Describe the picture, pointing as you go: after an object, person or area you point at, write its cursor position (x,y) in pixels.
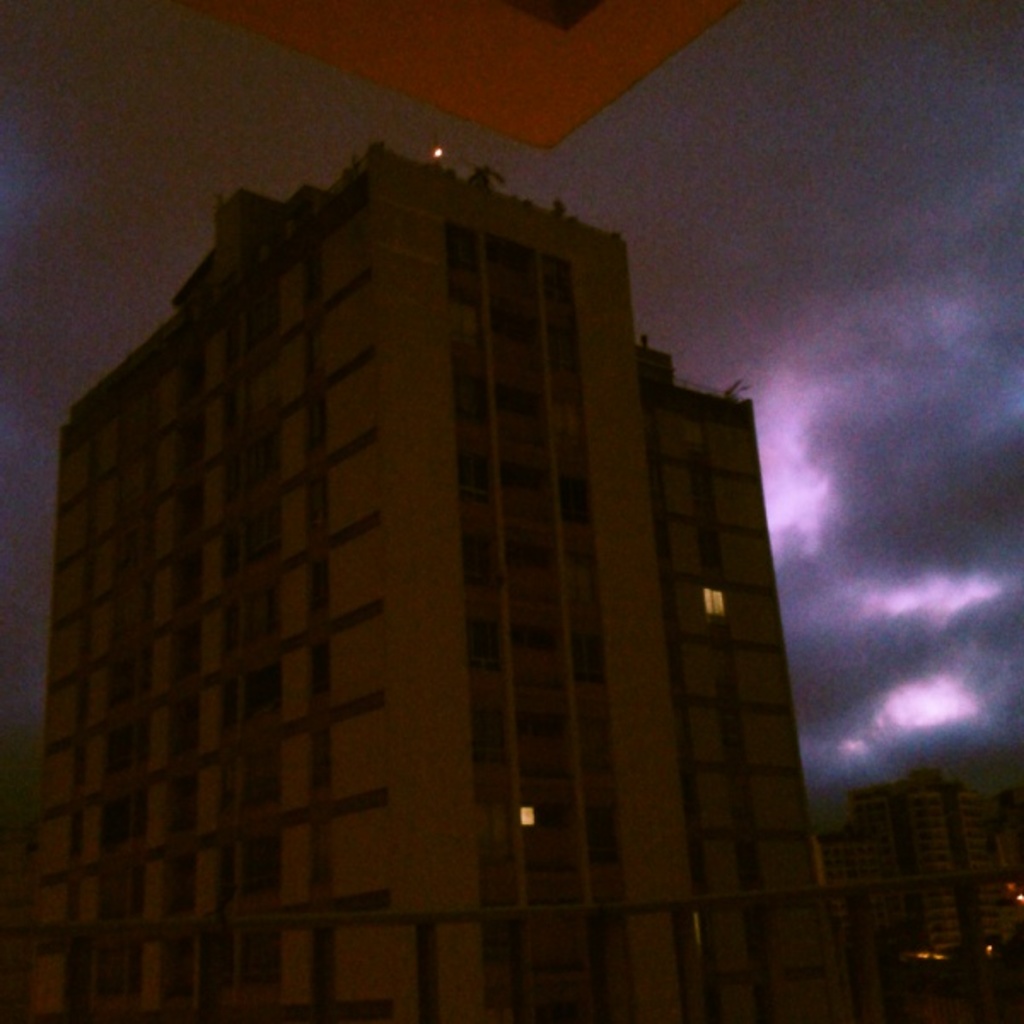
In this image there is a building (405,672), in the background (946,744) there is the sky (946,759), in front of the building (795,929) there is a railing (79,922).
